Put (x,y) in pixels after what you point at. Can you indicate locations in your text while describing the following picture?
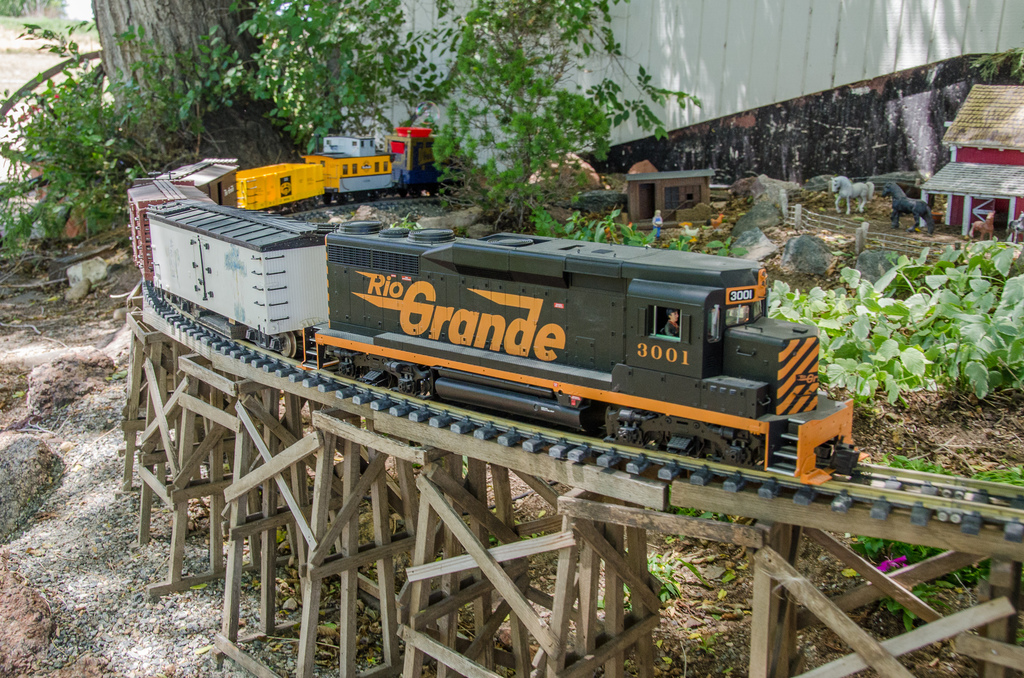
In the image we can see the toy train (711,368) on the track (739,477). Here we can see a wooden bridge (487,565). Here we can see toy horse (896,197), house (967,180) and a toy person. Here we can see stones (63,454), leaves (868,343) and plants (164,135). Here we can see a wall (727,61) and a tree trunk (165,48).
